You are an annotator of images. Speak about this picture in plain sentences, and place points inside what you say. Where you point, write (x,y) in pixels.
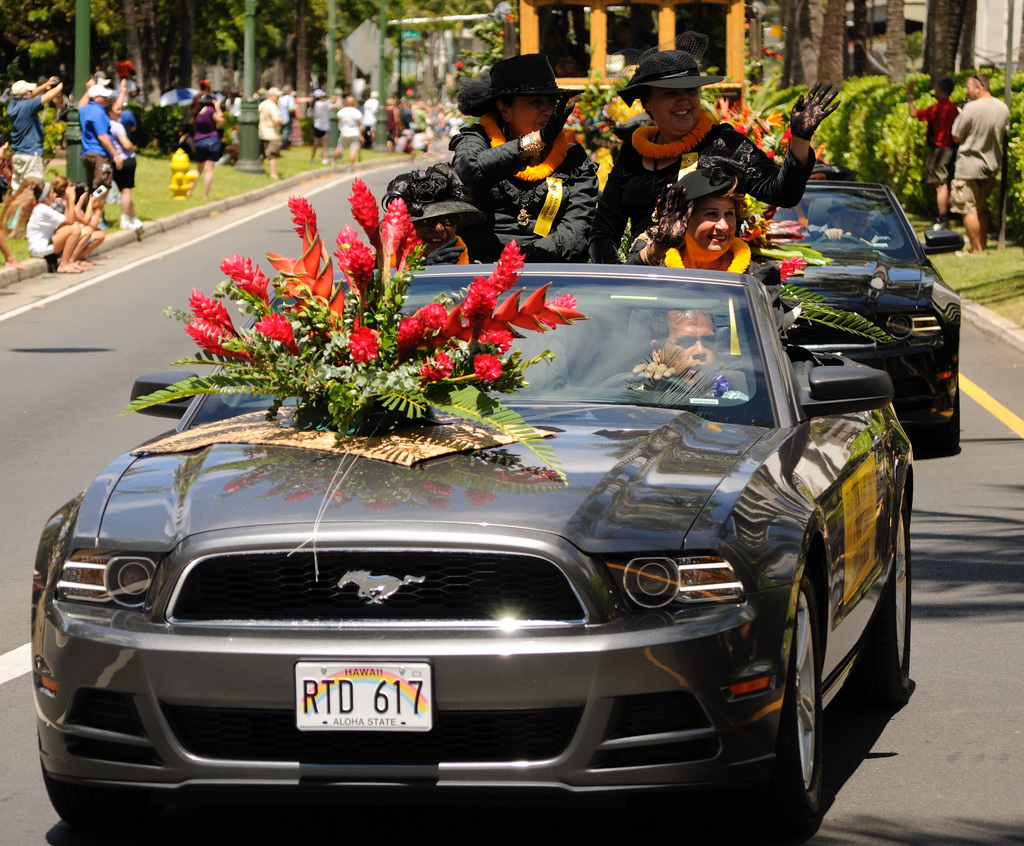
In the picture we can see two cars (670,690) on the road (950,519) one is gray in color and one is black in color and on it we can see some women (680,87) sitting with black color costume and hats (696,79) and they are raising their hands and smiling and on the car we can see some flower decoration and on the both the sides of the road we can see grass surface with people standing and sitting and we can also see some poles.
